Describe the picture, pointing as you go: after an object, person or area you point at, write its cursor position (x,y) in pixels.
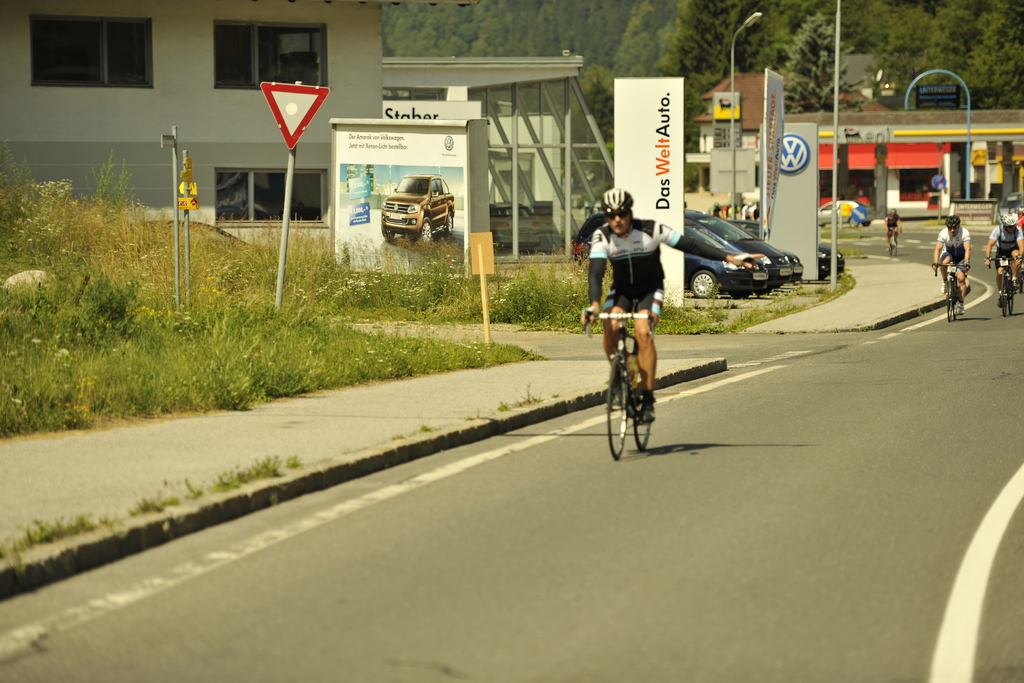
In this image, I can see few people (944,243) riding bicycles (949,296) on the road (552,586). There are plants (241,325), boards (472,204), buildings (116,75) and vehicles (693,268), which are parked. In the background (524,53), there are trees (651,37).
